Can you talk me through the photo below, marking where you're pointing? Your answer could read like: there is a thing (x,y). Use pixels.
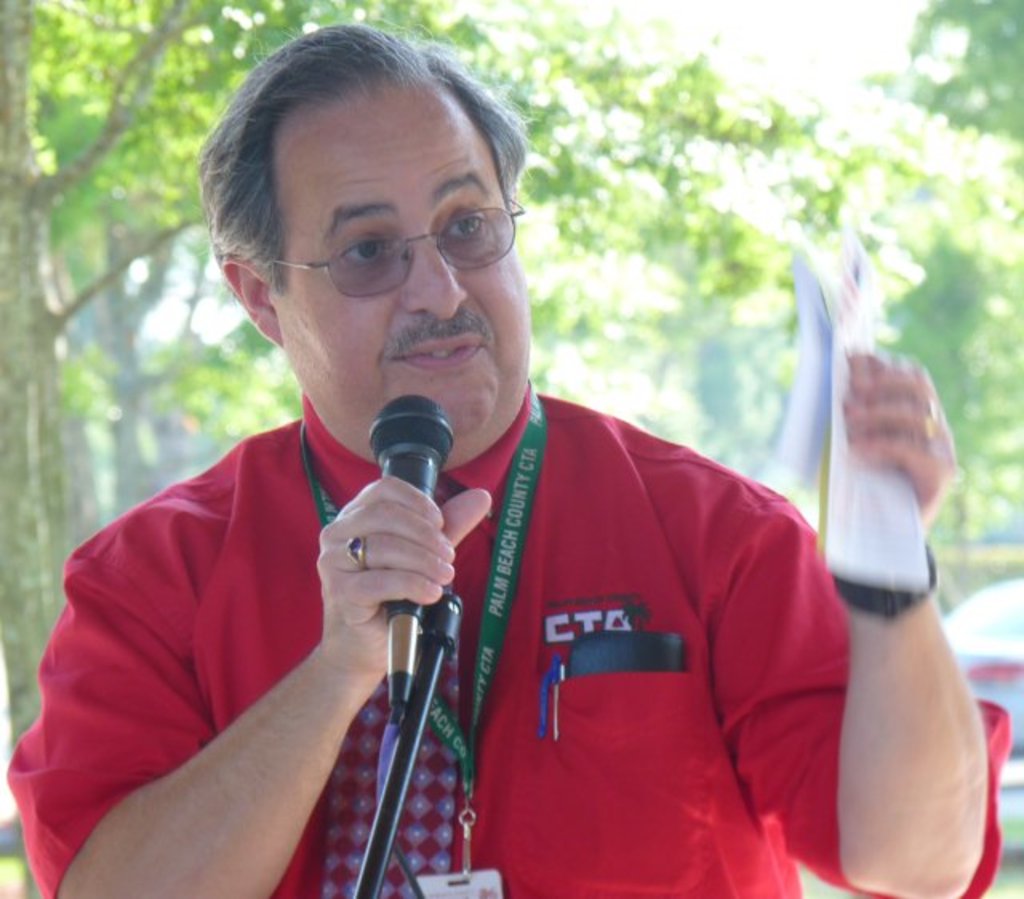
In the center of the image (515,551) we can see a person (637,669) is holding a microphone (412,610) and some object (862,511). And we can see he is wearing glasses (369,292) and he is in a different costume (569,702). In the background (971,336), we can see it is blurred.
